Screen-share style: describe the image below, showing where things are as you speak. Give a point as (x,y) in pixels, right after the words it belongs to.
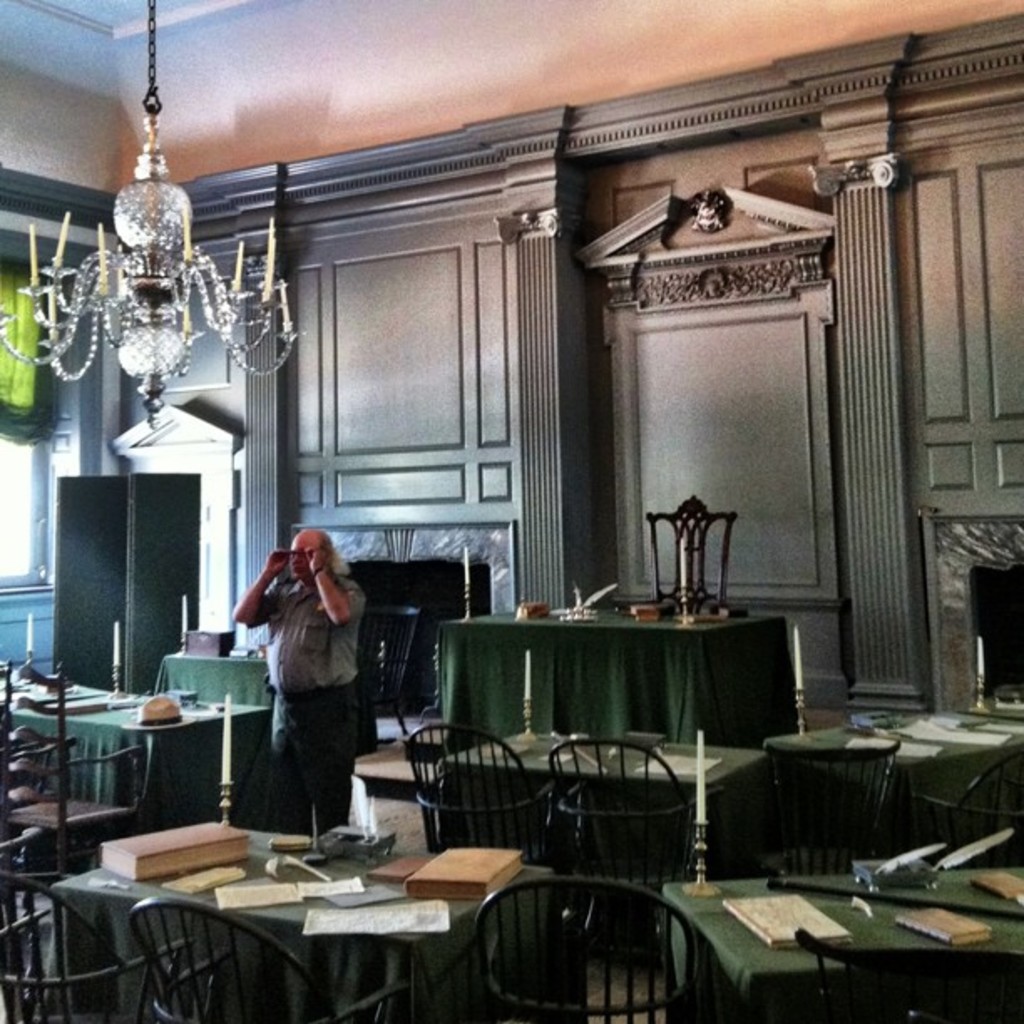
In this image we can see a person (320,535) standing in the center (350,643) and above him there is a chandelier (36,265) on the left (193,268) and the whole room (152,669) is full of tables (109,722) and chairs (669,914) with books (463,895) on them and at the left side (5,513) we can see a window (15,525).
